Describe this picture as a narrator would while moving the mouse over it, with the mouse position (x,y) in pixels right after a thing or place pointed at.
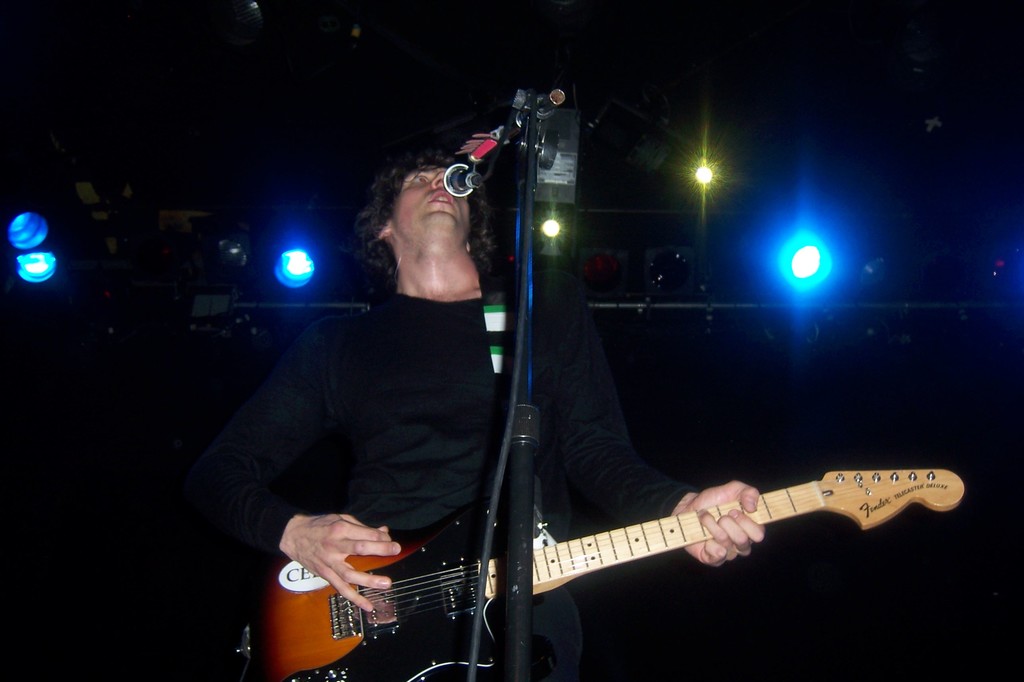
In this picture we can see a man (494,374) who is playing guitar (592,556). This is mike (465,165) and these are the lights (48,265).
